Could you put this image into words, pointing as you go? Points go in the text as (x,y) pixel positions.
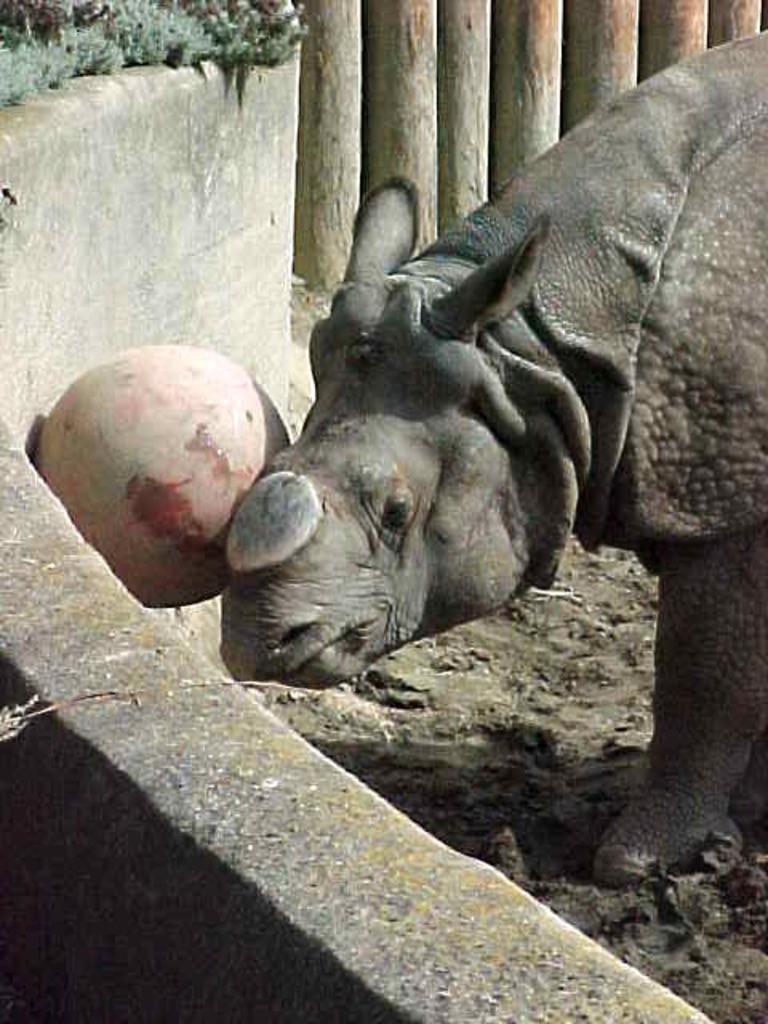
In this picture I can see there is a rhinoceros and there is an object (150,508) at left (160,498), there is a wall (263,88), plants (223,54) and soil (501,743) on the floor (608,817).
